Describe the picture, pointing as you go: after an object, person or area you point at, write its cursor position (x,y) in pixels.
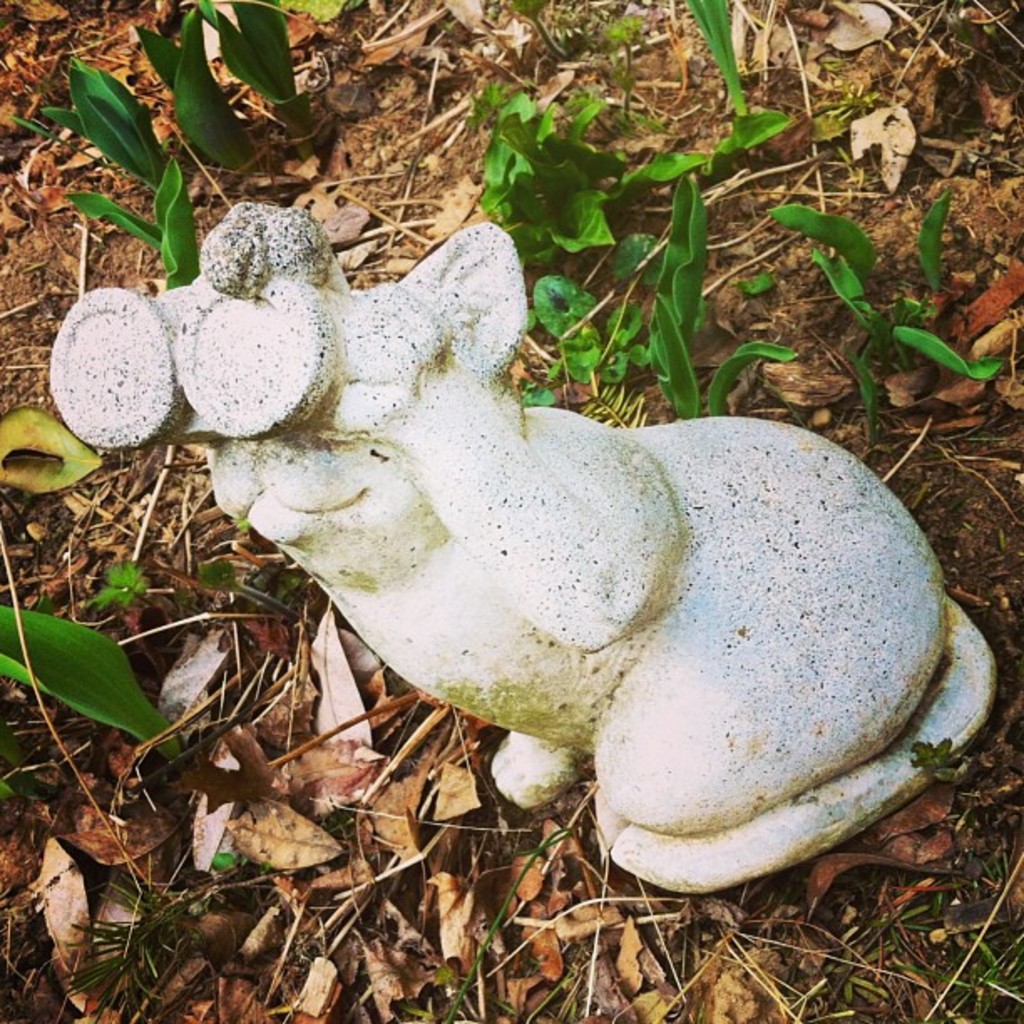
Here we can see a sculpture (436,545) on the ground (246,972) and there are plants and leaves (93,454) on the ground (148,278).
